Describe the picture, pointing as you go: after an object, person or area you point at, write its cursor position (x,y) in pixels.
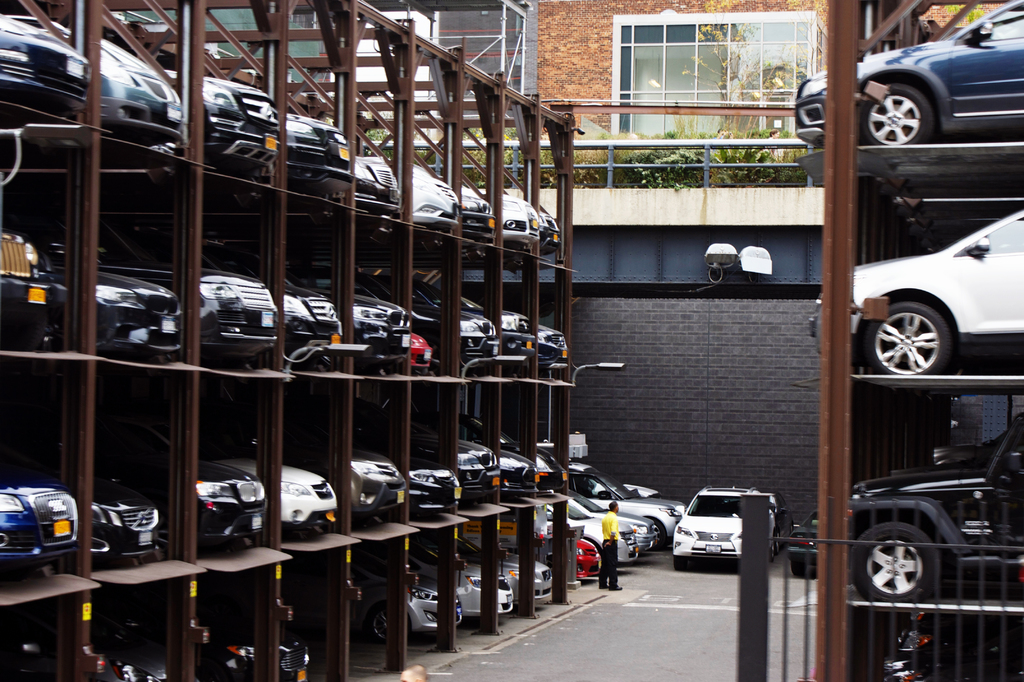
In this image I can see the many vehicles (560,485) on the stands (352,532). I can see one person (608,564) standing and wearing the yellow and black color dress (604,551). In the background (655,546) I can see few more vehicles (624,552), wall (627,351), building (587,89) and the plants (665,170).
